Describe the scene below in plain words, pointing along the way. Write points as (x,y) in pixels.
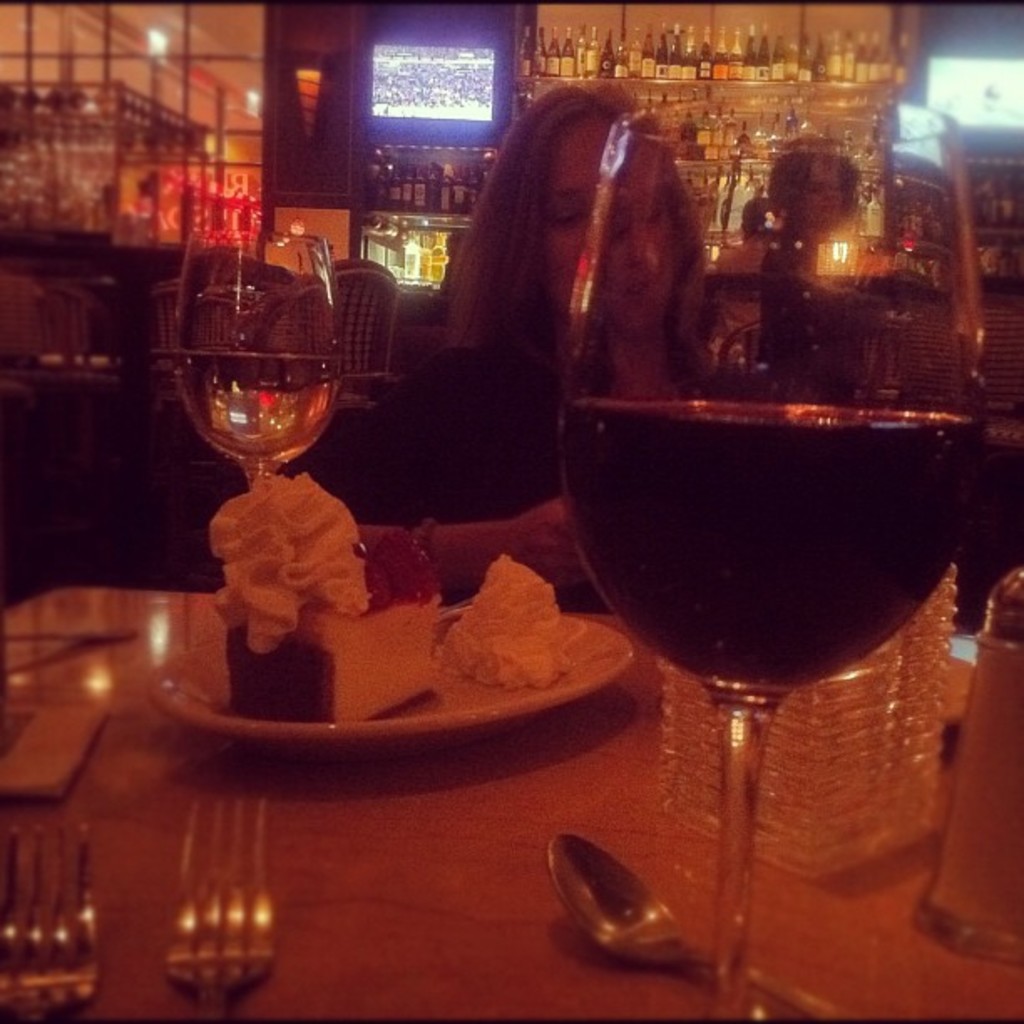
On the background (995,171) we can see bottles (855,81) arranged in a rack (874,81). This is a television (397,56). Here we can see one women (508,407) sitting on a chair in front of a table (449,801) and on the table (464,857) we can see drinking glasses (679,515), spoon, forks (240,954), tissue paper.
